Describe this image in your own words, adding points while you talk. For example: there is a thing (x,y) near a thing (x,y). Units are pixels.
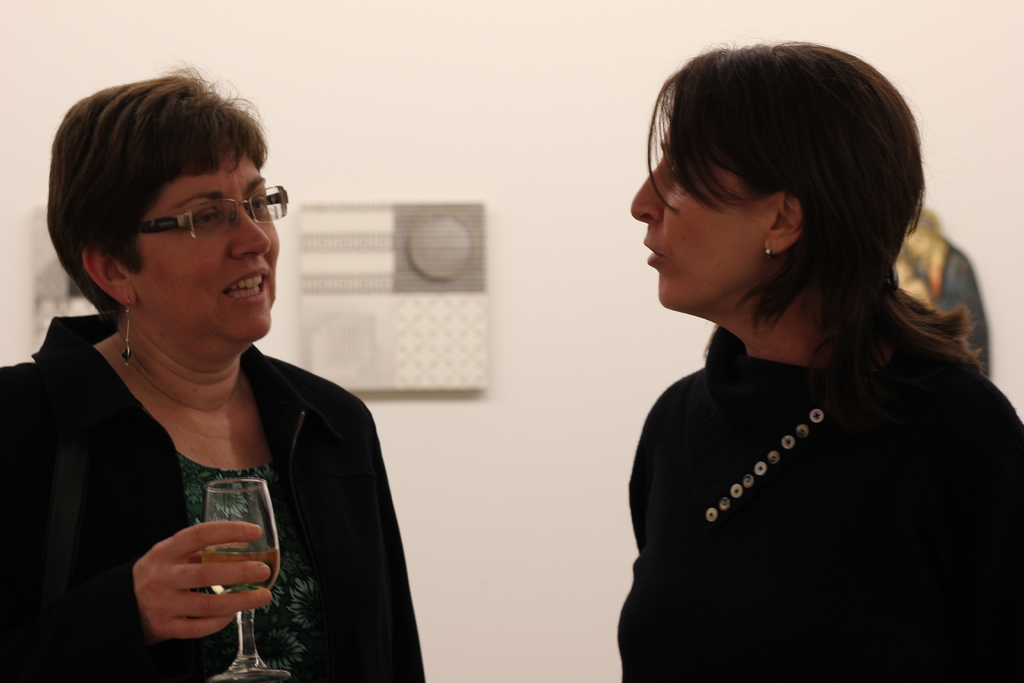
In this picture we can see two woman (145,231) one is holding glass (235,513) in her hand (225,530) and talking each other and in background (539,49) we can see wall (353,198) with some frame (463,295).
